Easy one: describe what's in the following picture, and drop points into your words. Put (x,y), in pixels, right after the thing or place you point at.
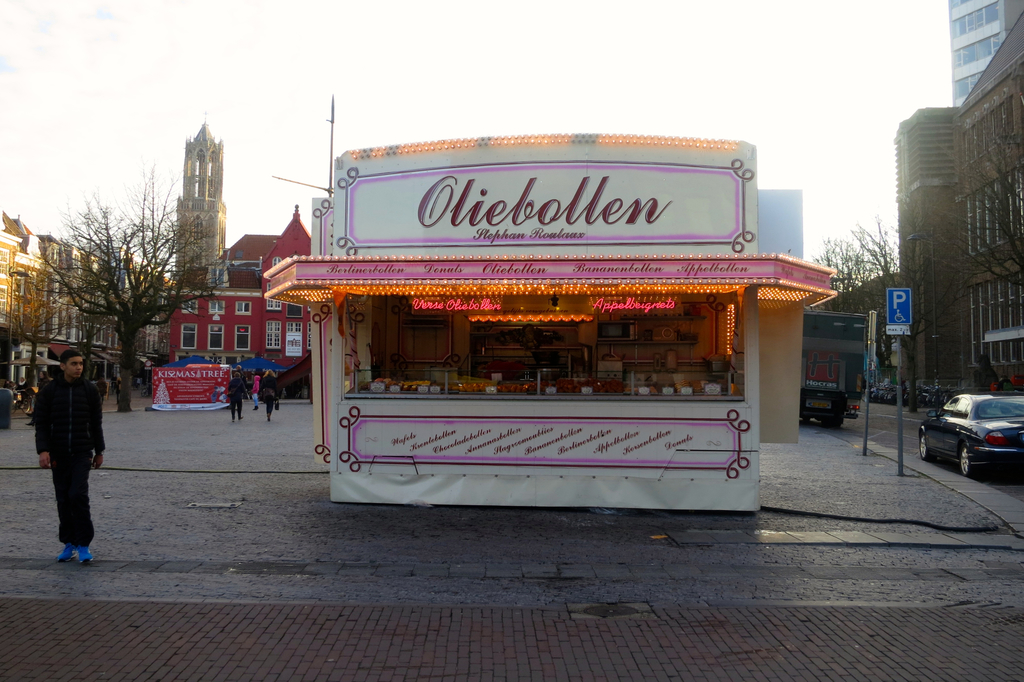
In the picture we can see a shop (644,506) on the path (640,532) which is decorated with lights (702,282) and inside the shop (735,323) we can see some items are placed on the desk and beside the shop (750,306) we can see a person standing and on the other side we can see a pole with a board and beside it we can see a road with a car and a truck (830,363) and beside the road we can see a building (963,45) with windows (990,302) to it and behind the shop (746,293) we can see some buildings (209,206) with windows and glasses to it and near to it we can see some trees (122,318) and some people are walking on the path (669,545) and behind the buildings (197,211) we can see a sky (328,122).
